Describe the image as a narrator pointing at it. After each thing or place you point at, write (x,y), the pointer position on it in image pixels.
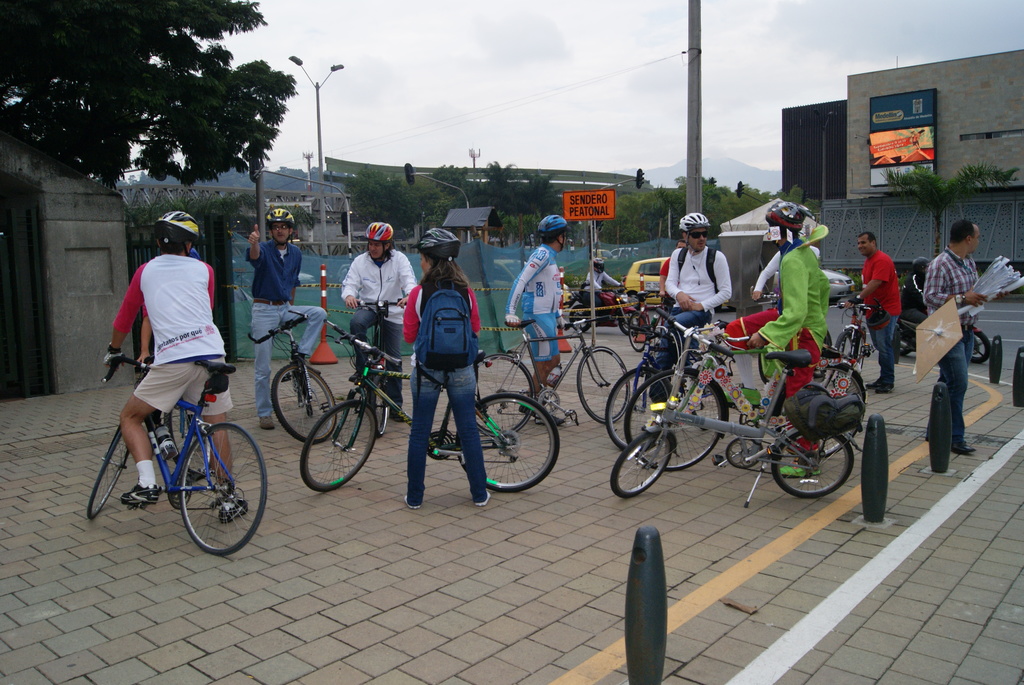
In the center of the image (578,384) we can see many persons (136,416) on the cycles (359,400). In the background (191,89) there is a tree (149,118), buildings (511,172), wall (102,189), nets (510,249), trees (519,212), poles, sky (527,117) and clouds (745,41).
